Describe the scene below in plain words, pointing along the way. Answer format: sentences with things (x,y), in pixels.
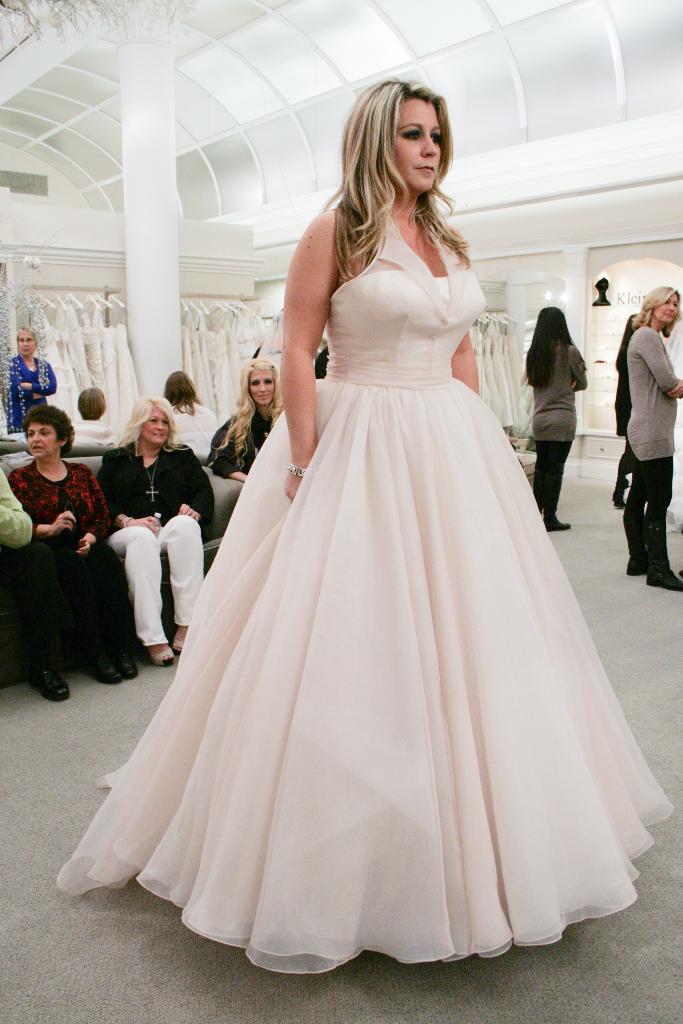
In this picture we can see few people (429,539) are in one place, among them few are sitting, one woman (436,394) is standing with white dress (331,729), behind we can see few dress (215,353) to the wall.
